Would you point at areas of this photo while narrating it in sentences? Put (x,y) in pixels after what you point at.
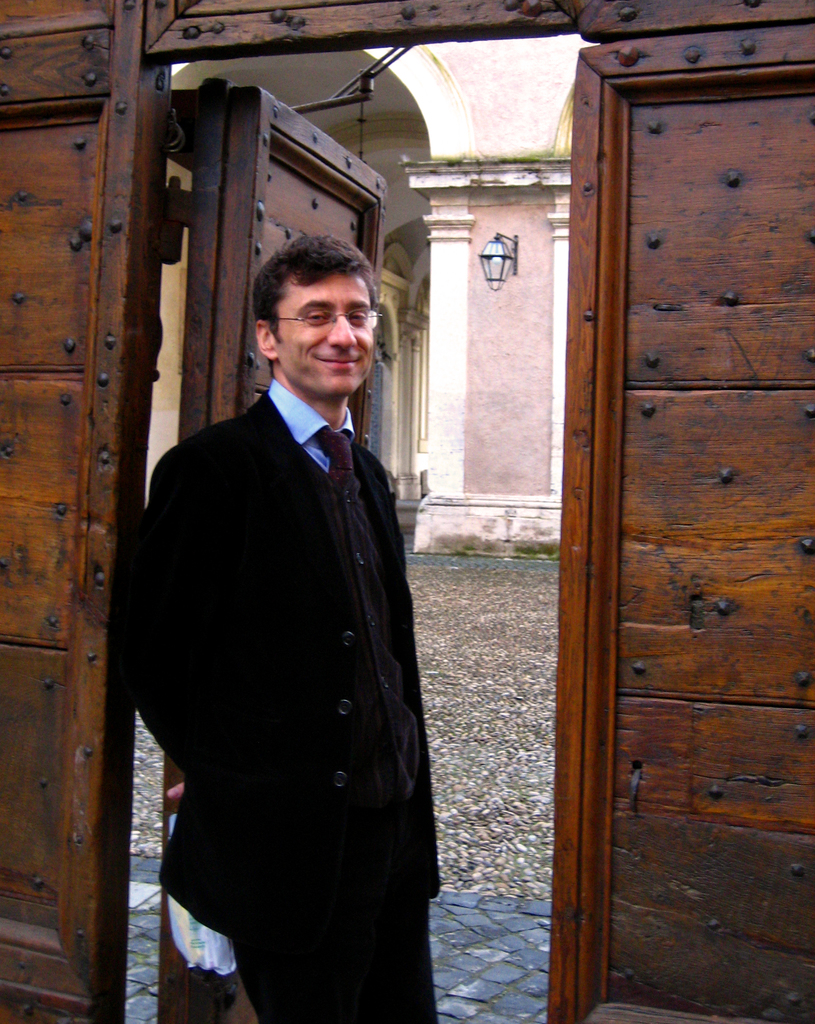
In the center of the image (291,658) we can see one person (277,318) standing and he is holding some object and he is smiling. And there is a wooden wall (151,305) and door (72,188). In the background (393,262) we can see one building (473,337), one lamp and a few other objects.
